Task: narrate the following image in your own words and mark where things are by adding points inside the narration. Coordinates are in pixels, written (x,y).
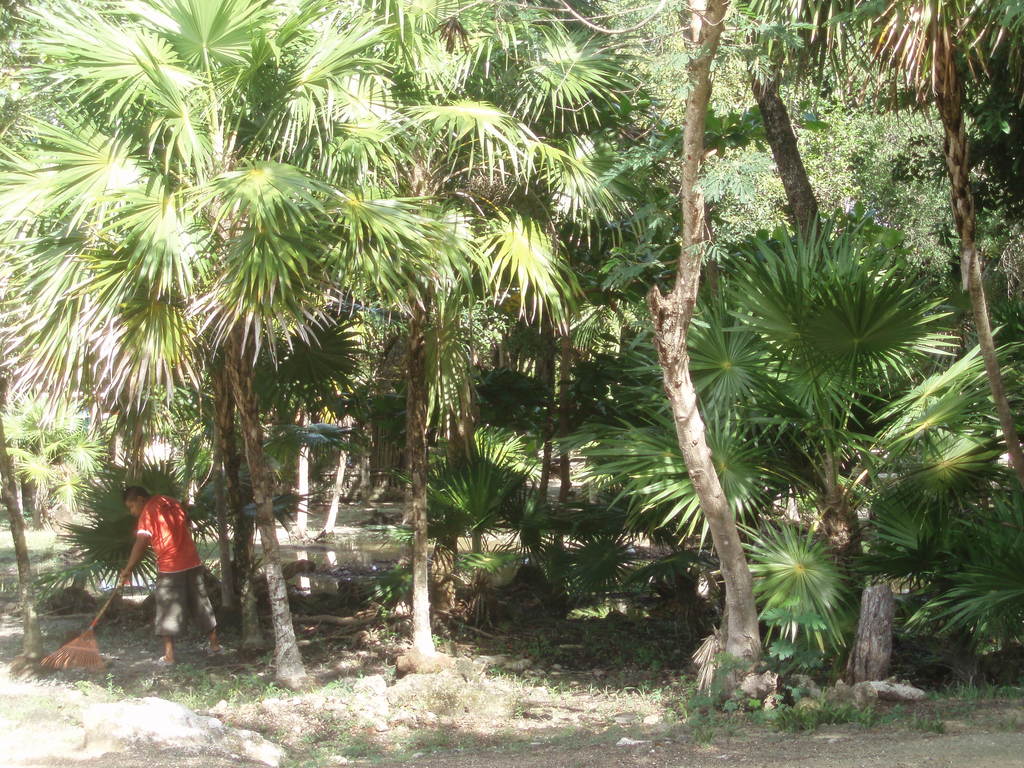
In this image there is a person (157,542) sweeping the ground (177,680). In the background (321,596) there are water (360,549) and trees (447,213).
